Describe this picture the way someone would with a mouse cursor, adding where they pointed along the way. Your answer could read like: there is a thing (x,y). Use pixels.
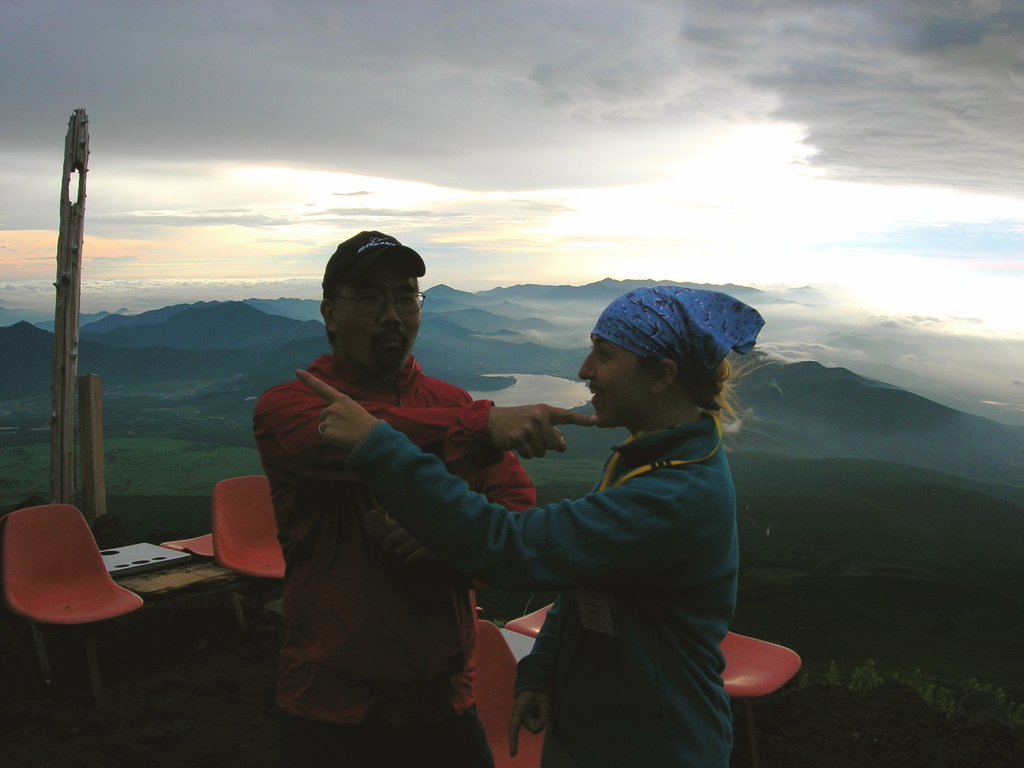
In this image we can see two persons (653,560) are standing and pointing at each other. In the background (84,565) we can see chairs (239,532), hills (227,344), water (511,397), sky (676,219) and clouds (652,65).
